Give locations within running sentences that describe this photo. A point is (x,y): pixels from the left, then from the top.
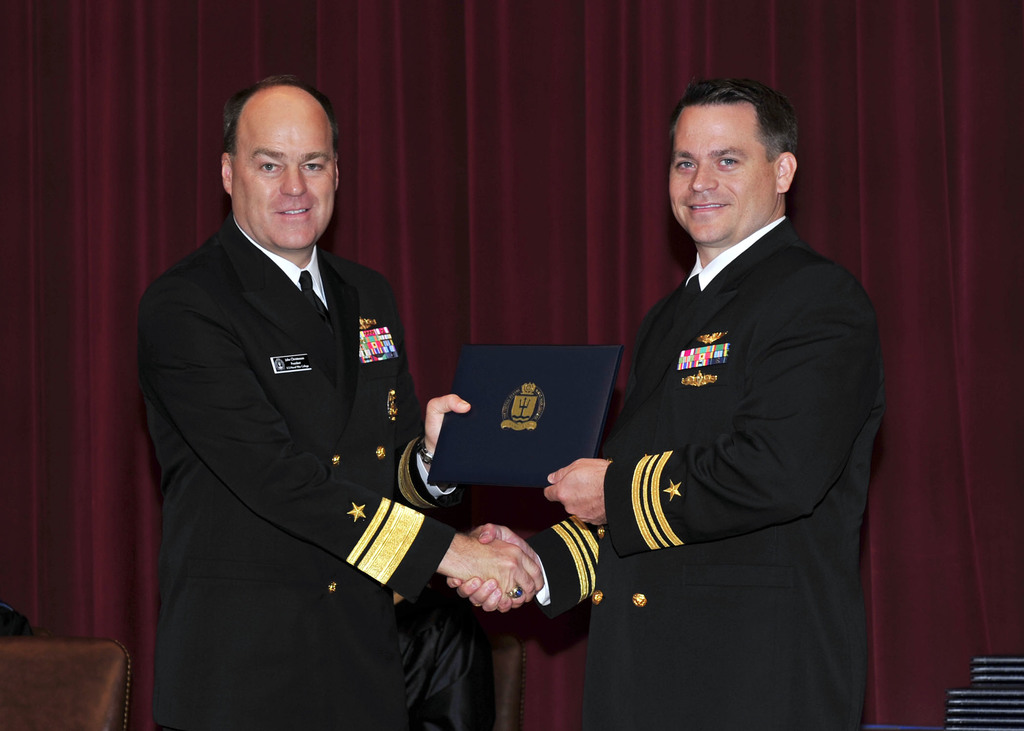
In the picture we can see two men (233,447) are standing in the uniforms (863,347), holding each other hand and in the background (437,194) we can see the curtain (995,222).
